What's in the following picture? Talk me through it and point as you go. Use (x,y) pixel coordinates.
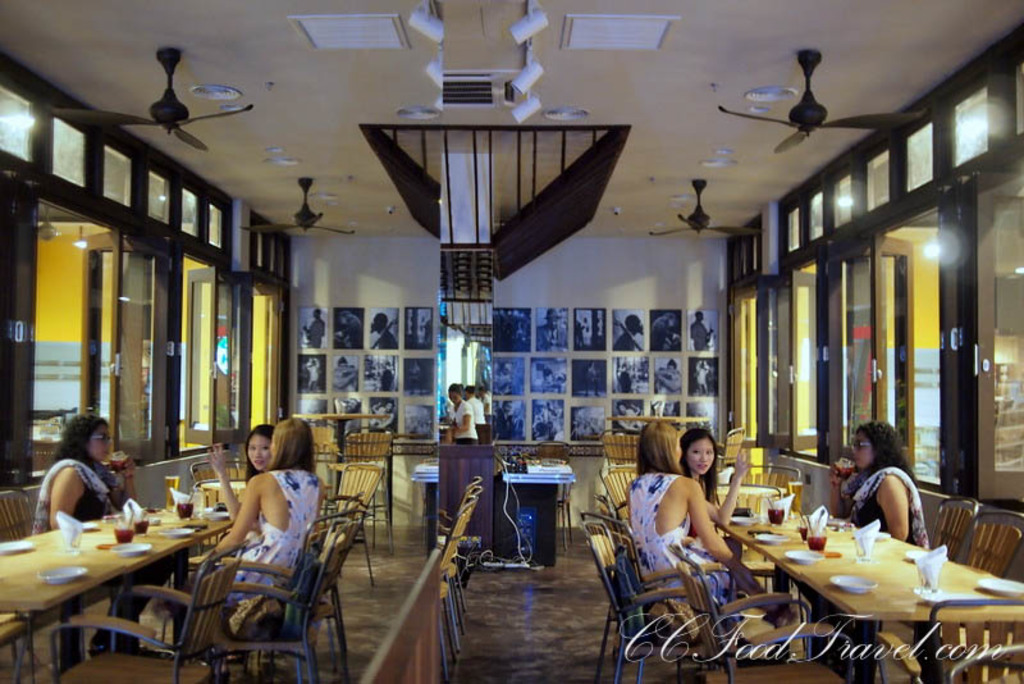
In this image i can see there are group of Women (865,516) sitting on a chair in front of a table (108,564). On the table (809,565) we have plates (847,585) and other objects (815,546) on it. On the above image I can see there are couple of fans (169,90) on the ceiling (667,104).
